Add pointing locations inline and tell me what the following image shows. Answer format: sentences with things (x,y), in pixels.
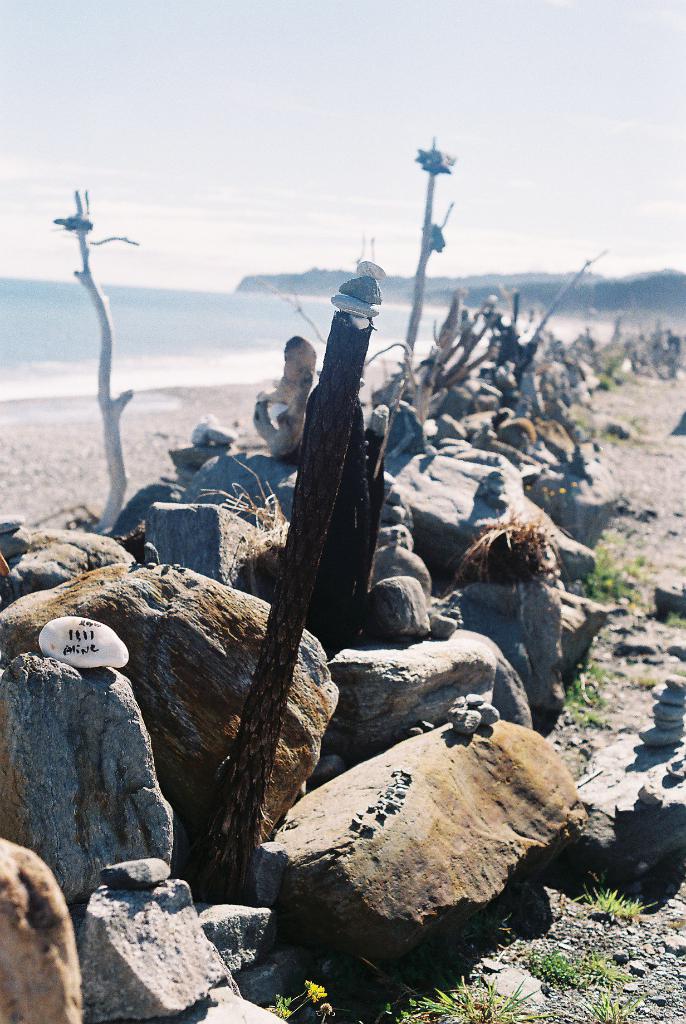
In this image in the center (297,454) there are stones (267,612). On the left side (11,303) there is water (173,295) and in the background (445,272) there are mountains (636,292) and the sky (342,141) is cloudy.
